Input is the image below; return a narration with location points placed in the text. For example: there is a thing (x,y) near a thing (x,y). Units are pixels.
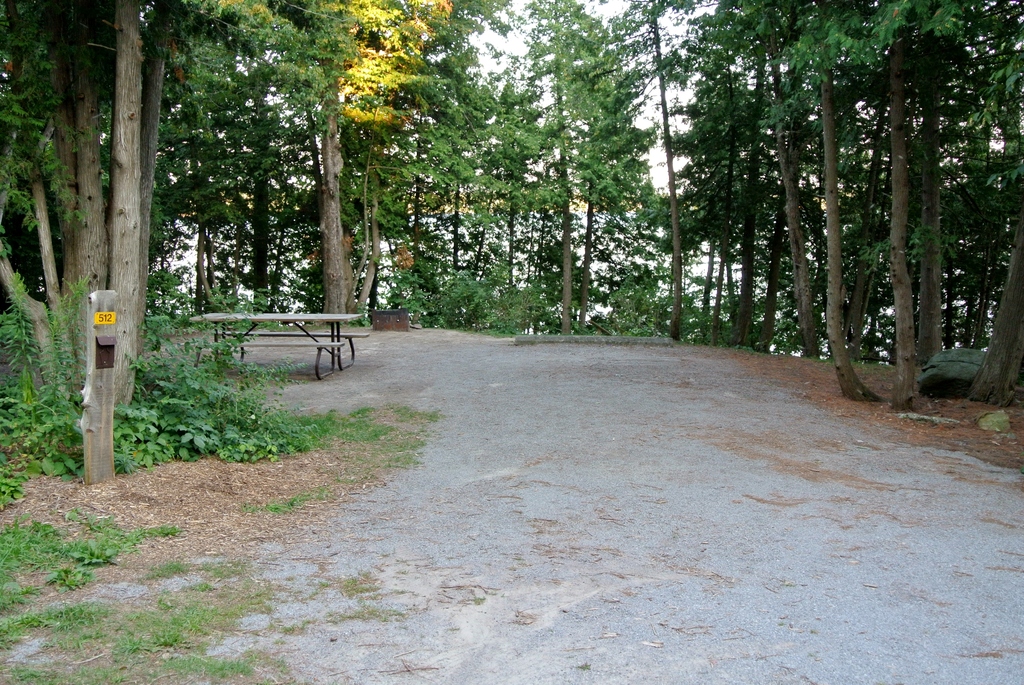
This picture might be taken from outside of the city. In this image, on the left side (341,335), we can see a bench (341,336), wooden pole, trees (270,305). On the right side (784,298), we can see some trees (926,314). In the background (452,72), we can see some trees (554,70). At the top (484,72), we can see a sky (545,20), at the bottom (702,556) there is a road (597,579) and a land (320,576), few plants (78,440), rocks (915,419) and a grass (16,680).
